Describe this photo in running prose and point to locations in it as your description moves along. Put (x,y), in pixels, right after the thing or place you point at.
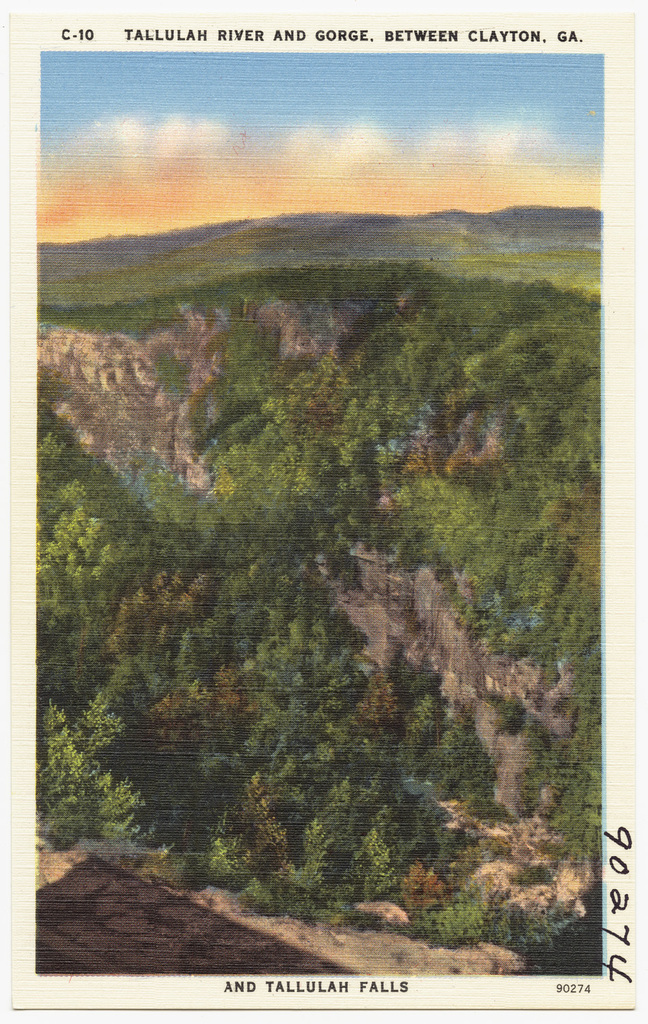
Here, we can see a photo, there are some trees (305,665) and there is a sky (326,148) in the photo.
